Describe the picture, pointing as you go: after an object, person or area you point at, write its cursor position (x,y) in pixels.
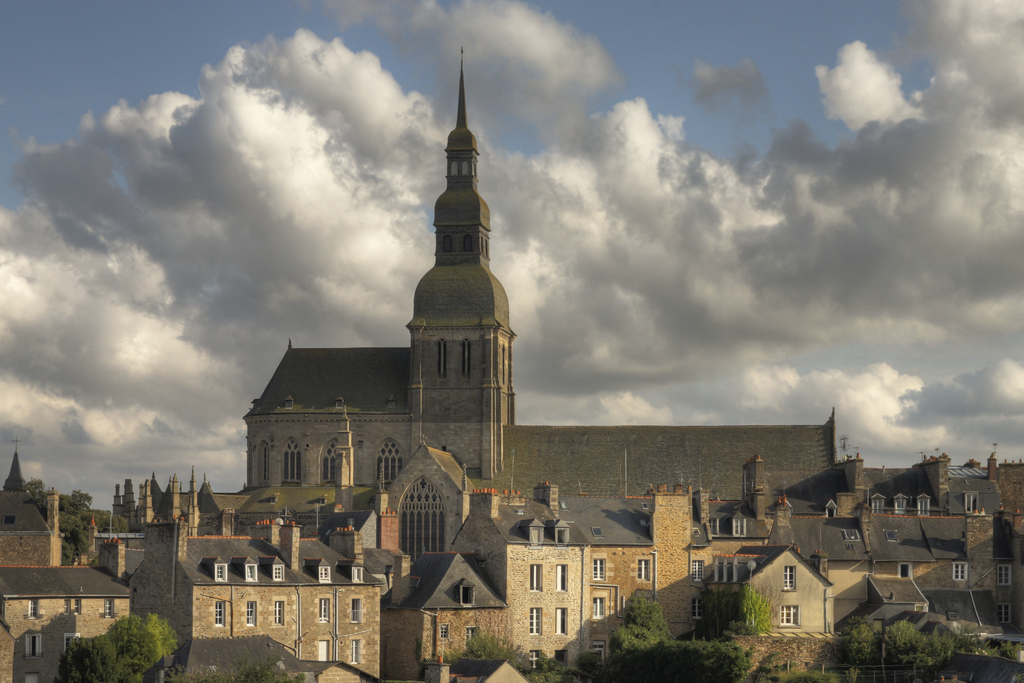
In this image I can see houses (487,537), buildings (346,499), trees (80,515) and the sky (673,210). This image is taken may be during a sunny day.
